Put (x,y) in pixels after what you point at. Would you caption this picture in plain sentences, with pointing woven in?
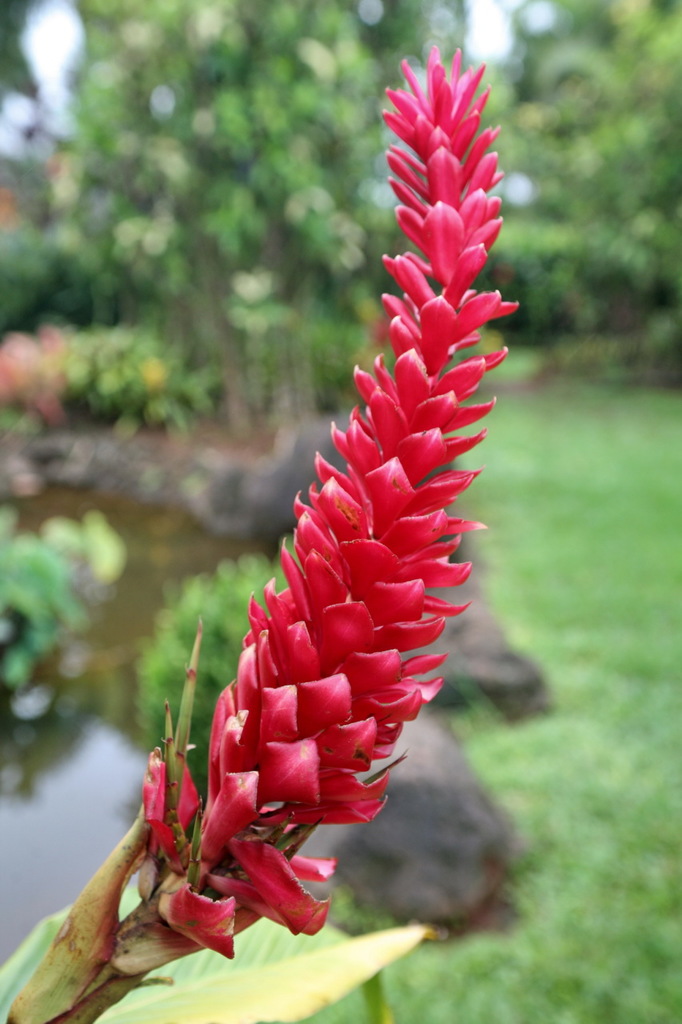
Here in this picture in the front (467,326) we can see flower (467,326) present on the plant (181,846) over there and behind it we can see water (0,796) present over a place and we can see rock stones (250,492), plants (244,326) and trees (246,317) all over there.
